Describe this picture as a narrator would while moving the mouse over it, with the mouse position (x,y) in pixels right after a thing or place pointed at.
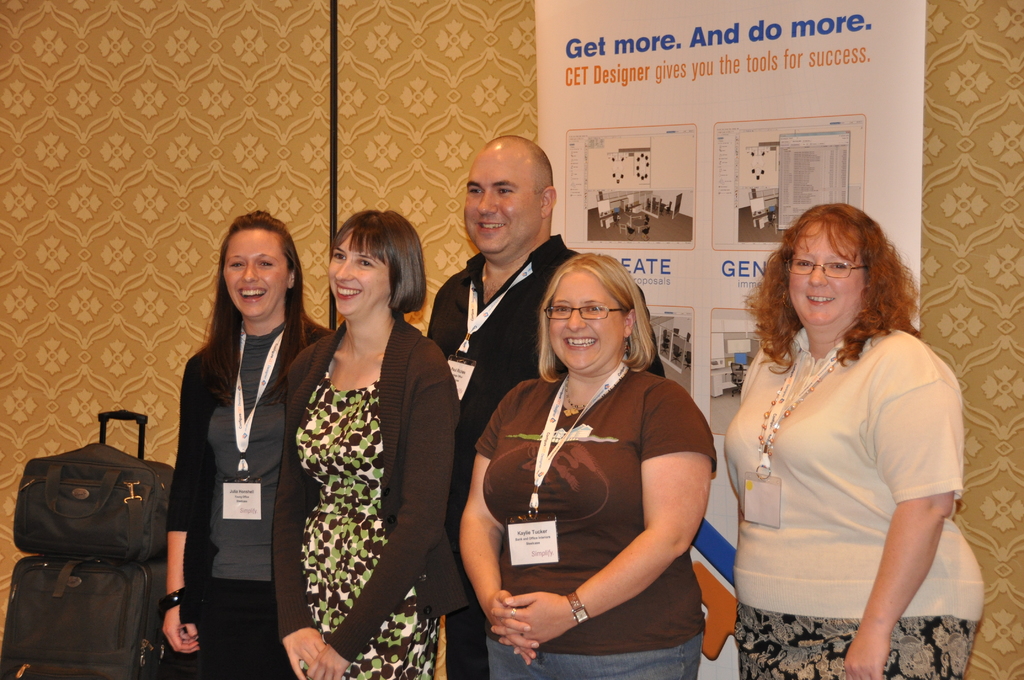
In this image there are five persons (439,408) standing. In front (567,317) the woman (570,355) is smiling. There are bags (77,547) on the floor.
